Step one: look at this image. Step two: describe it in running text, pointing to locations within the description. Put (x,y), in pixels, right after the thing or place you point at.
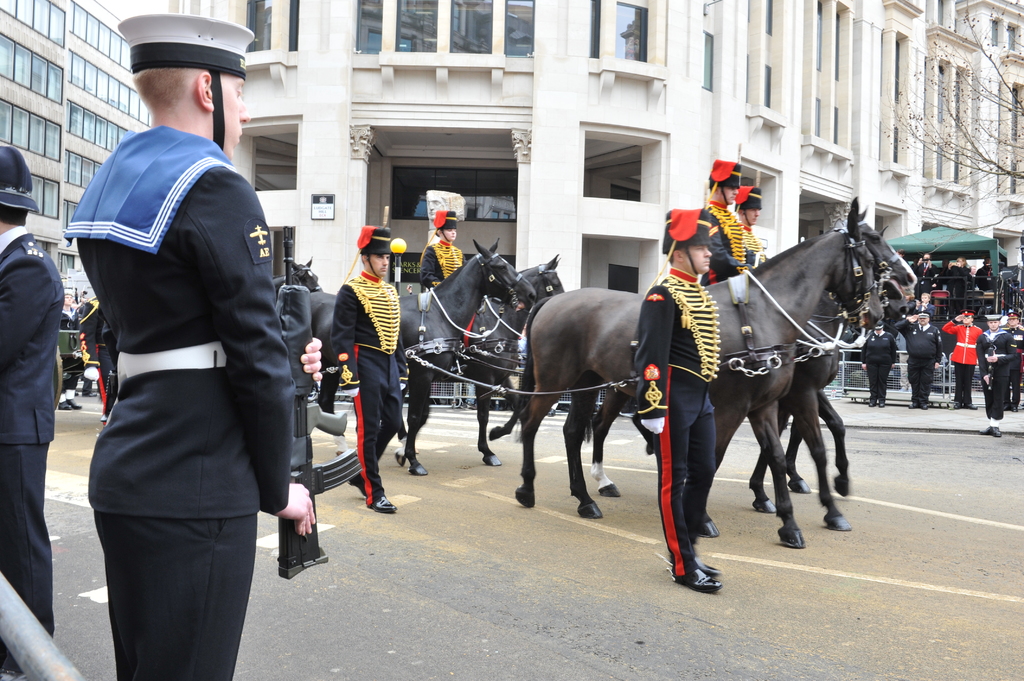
In this image we can see some people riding the horses (527,354). We can also see some horses (531,417) and a group of people (105,307) standing on the road (572,641). In that a man (291,408) is holding a gun (299,397). On the backside (608,209) we can see a fence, tent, a tree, a building (583,211) with windows (605,196) and a board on a wall (399,231).
